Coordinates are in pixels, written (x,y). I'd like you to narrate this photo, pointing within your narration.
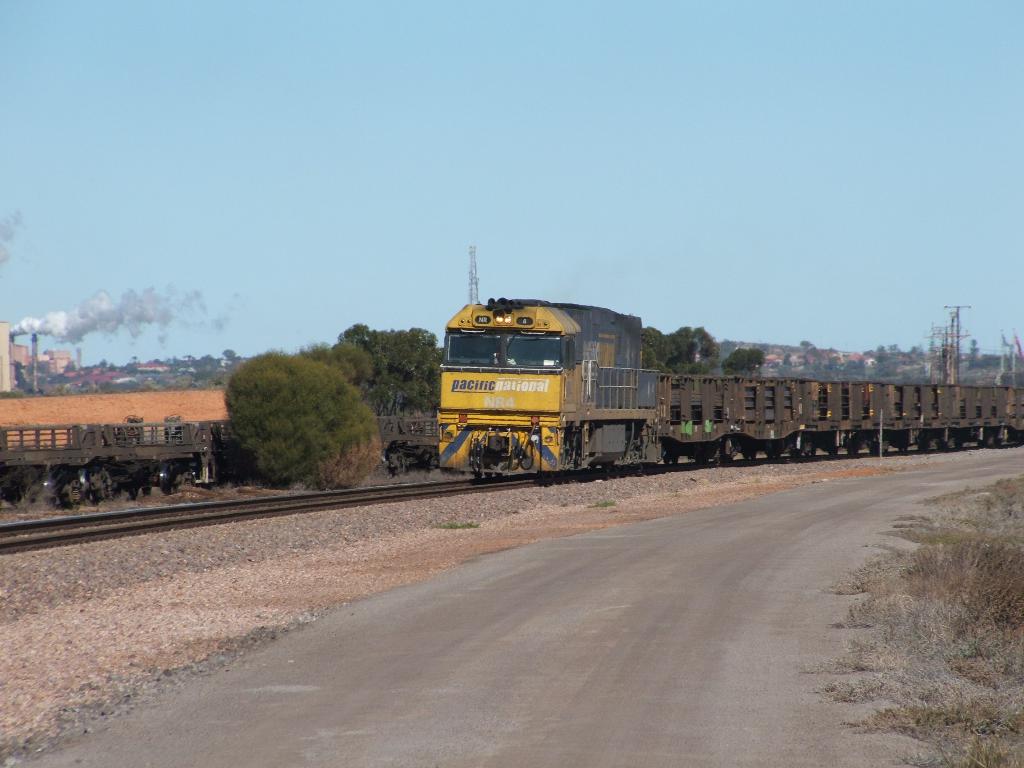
In this image there are two trains (475,394) on the railway track (120,516). In front of the image there is a road (675,638). Beside the road (802,635) there's grass (906,628) on the surface (919,652). In the background of the image (304,363) there are trees (204,378), buildings (48,351), towers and sky (853,342).
